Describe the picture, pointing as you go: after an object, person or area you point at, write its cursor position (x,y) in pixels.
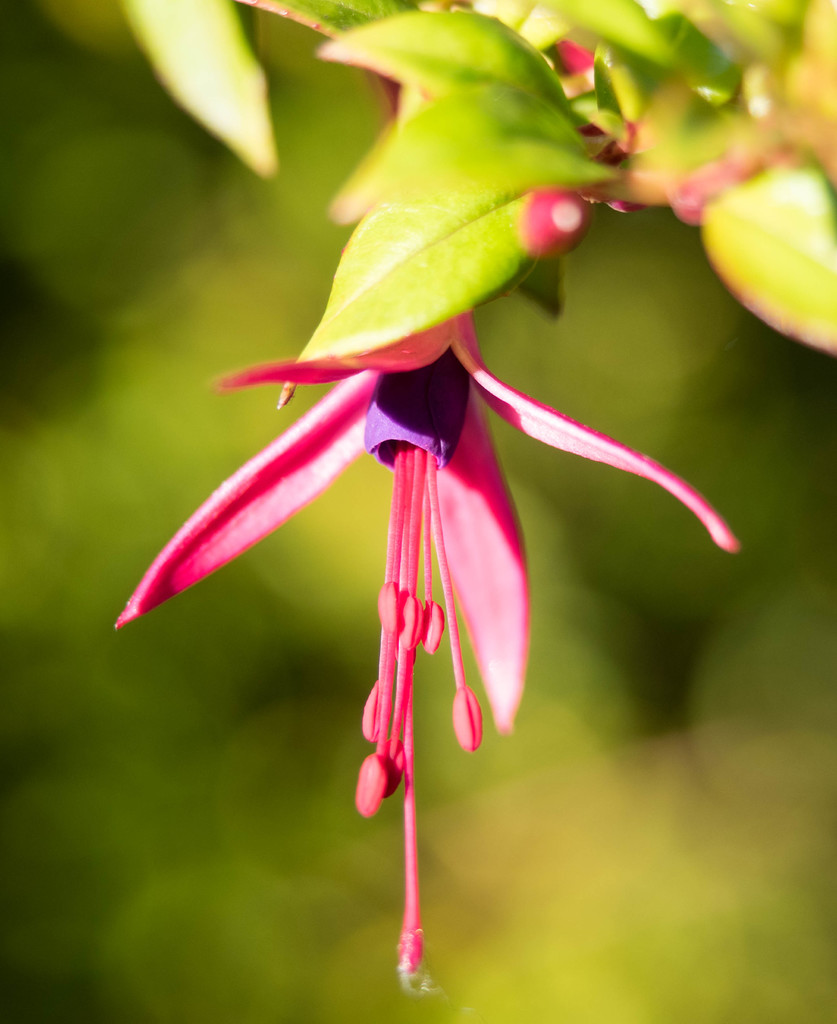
In this image we can see a flower (534,414) and some leaves (494,271).
